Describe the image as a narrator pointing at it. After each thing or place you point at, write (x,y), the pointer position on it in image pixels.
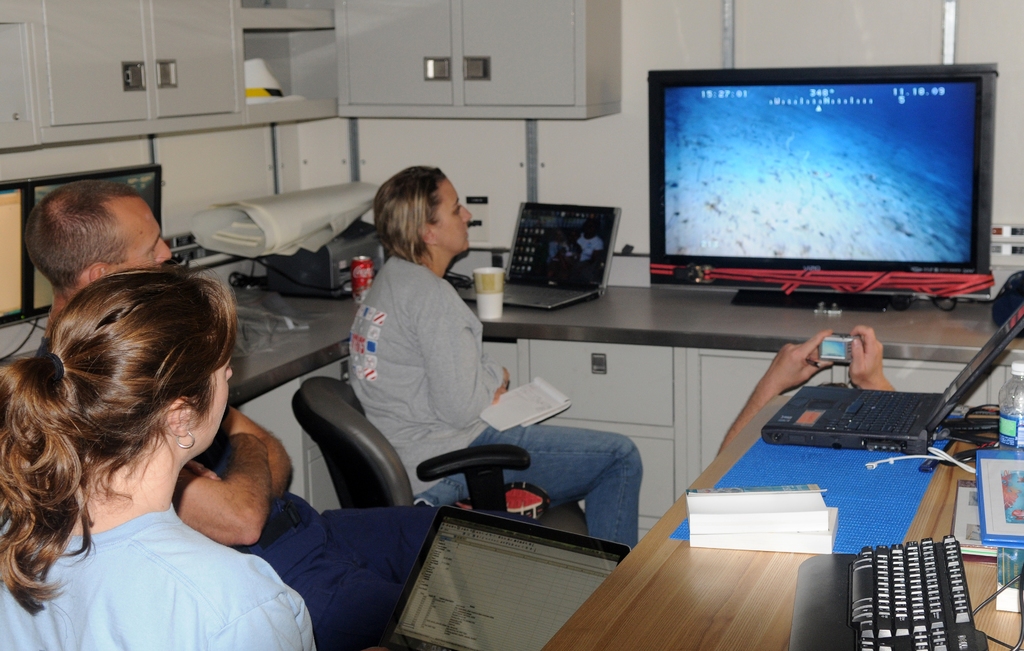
In this image we can see people (231,441) sitting and there are tables (649,625). There are laptops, computer (828,298), printer (345,292), cup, tin (352,280), books (1003,489), bottle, papers (355,194) and some objects (982,489) placed on the tables (326,307). On the right (808,354) we can see a person's hand (784,374) holding a camera (823,355). In the background (498,71) there are cupboards (218,60).
